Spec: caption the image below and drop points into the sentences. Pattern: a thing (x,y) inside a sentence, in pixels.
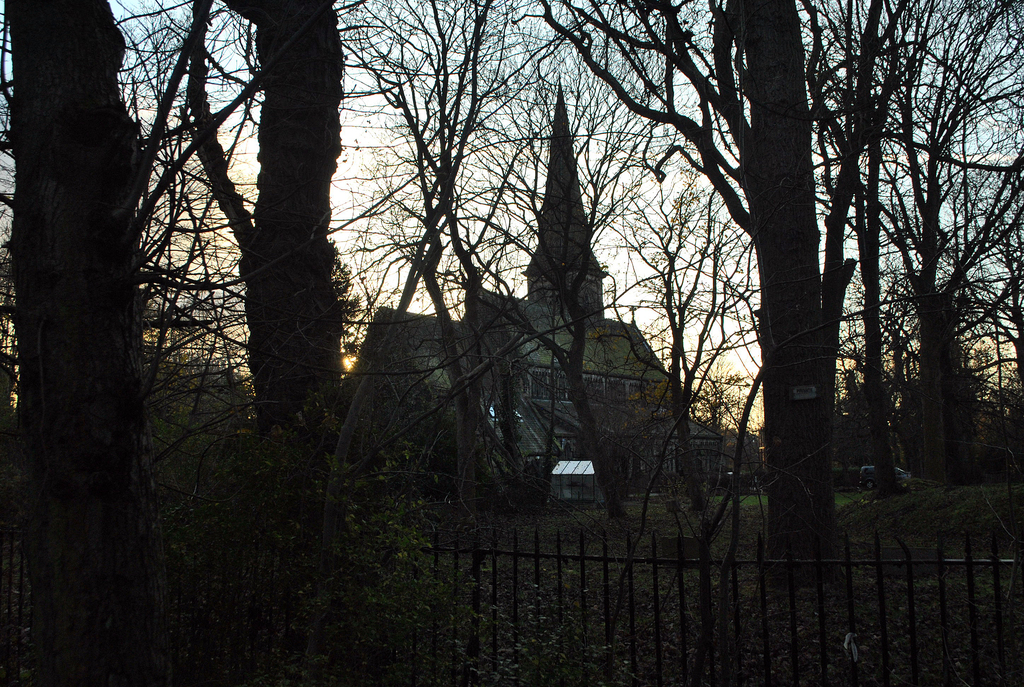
In this picture I can a house (623,335), trees (578,290), plants (347,613), grille (755,566), vehicle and sky (642,88).
